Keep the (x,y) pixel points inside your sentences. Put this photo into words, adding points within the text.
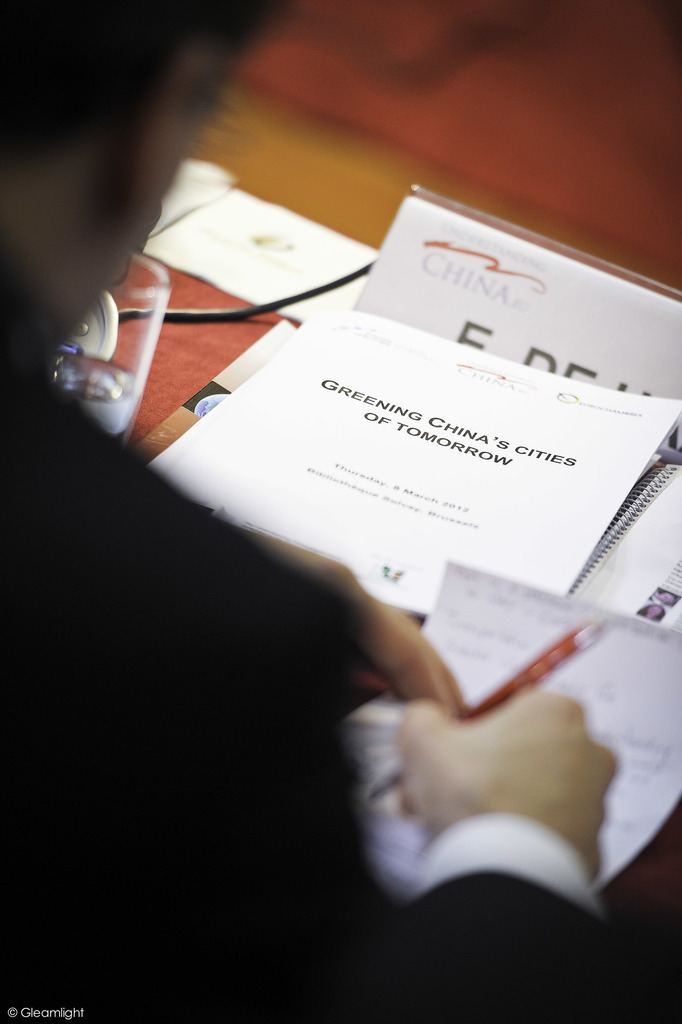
On the left side (119,698), we see a man (94,659) in black blazer (112,685) is holding a pen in his hand (445,799) and he is writing something on the paper (403,826). In front of him, we see a table (172,390) on which papers (515,525), books (373,385), cable (285,305) and a name board (446,327) are placed. In the right top (567,156), it is red in color. This picture is blurred in the background (468,103).
